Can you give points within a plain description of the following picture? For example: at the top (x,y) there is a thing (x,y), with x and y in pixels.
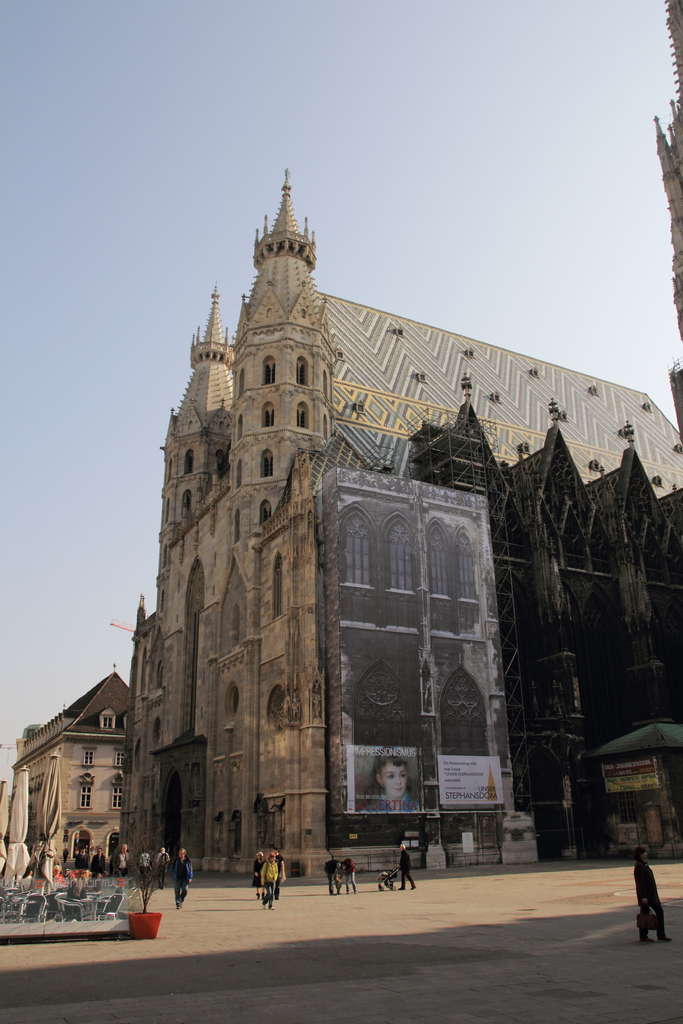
Here in this picture we can see buildings (216,728) present all over there and in the front of it we can see a banner (349,707) present over there and we can see people (260,884) standing and walking on the road (194,884) here and there and on the left side (49,839) we can see umbrellas (55,832) present on the road (32,948) over there.
